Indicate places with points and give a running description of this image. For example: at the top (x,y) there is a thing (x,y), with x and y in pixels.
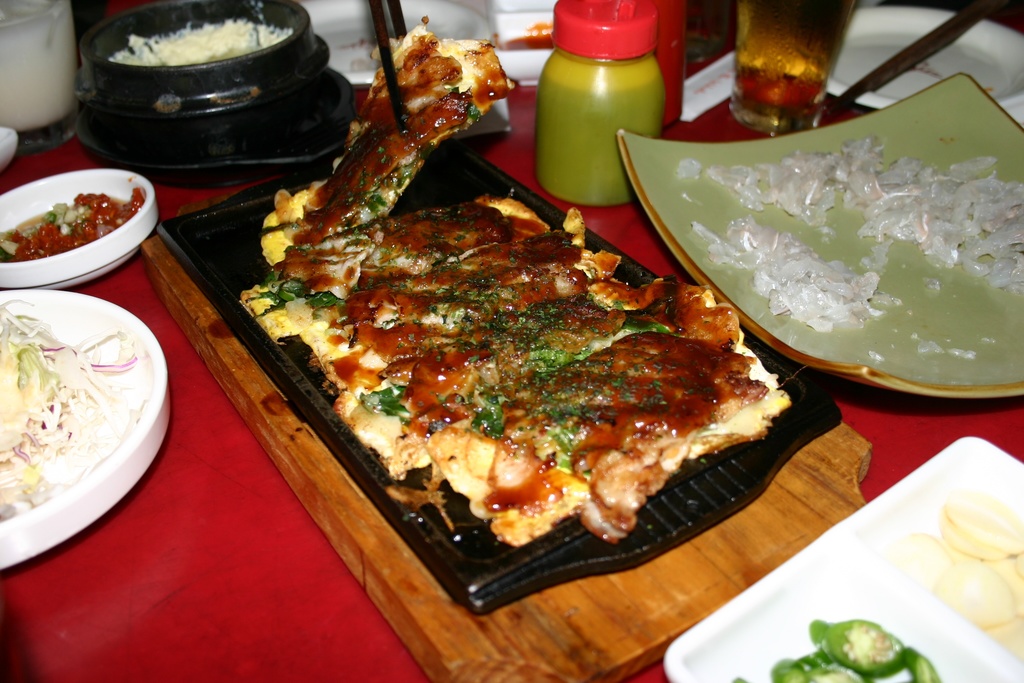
In this image there is a table (394,673) having a wooden plank (460,617), plates (660,220), bottles (623,171), glasses (771,98), tray (645,530) and few objects (5,135) on it. On the wooden plank (561,593) there is a tray (573,558) having some food (557,364) on it. Beside the wooden plank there is a bowl (201,128) having some food (204,57). Left side (68,474) there are few plates (8,527) having some food (84,344). Right top there is a glass (779,55) which is filled with the drink (791,52). Beside there is a plate (903,42) having chopsticks (893,62) in it. Right side (1003,295) there is a plate (836,203) having some food (856,287). Left top there is a glass (49,90) on the table (177,414). Top of the image (443,83) there are two chopsticks (377,12) having some food (388,155) in between them. Right bottom there are slices of vegetables (859,637) on the tray (863,553).
